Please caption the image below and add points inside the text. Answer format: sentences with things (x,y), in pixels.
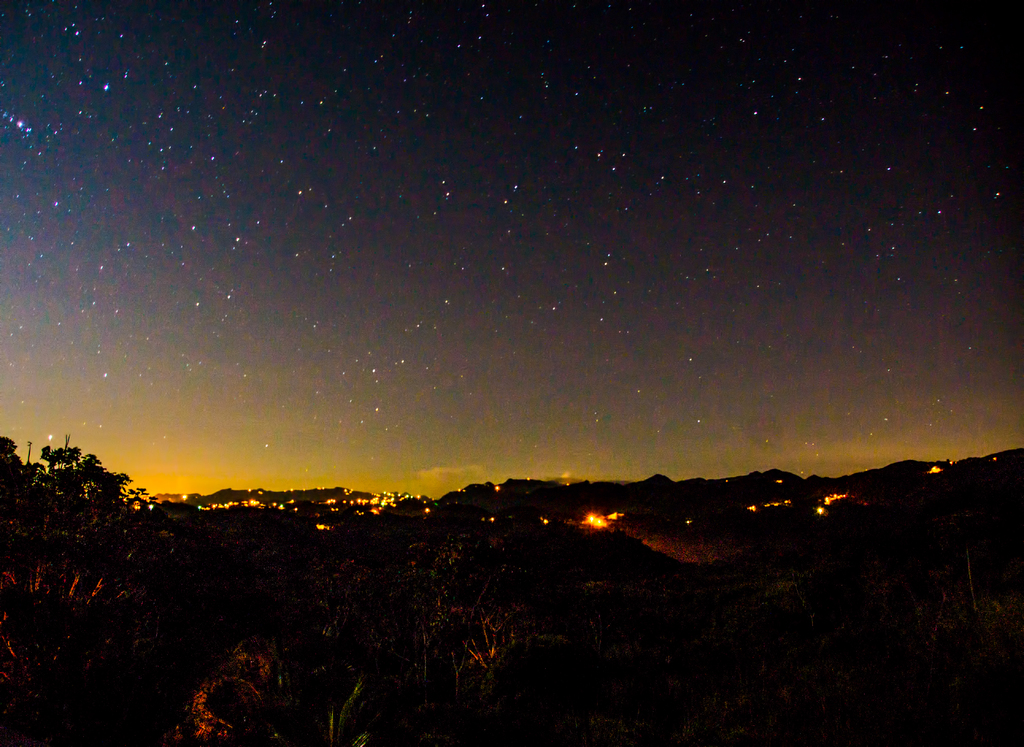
In this picture we can see trees (963,613) and lights (353,503). In the background of the image (413,342) we can see the sky (520,259).
